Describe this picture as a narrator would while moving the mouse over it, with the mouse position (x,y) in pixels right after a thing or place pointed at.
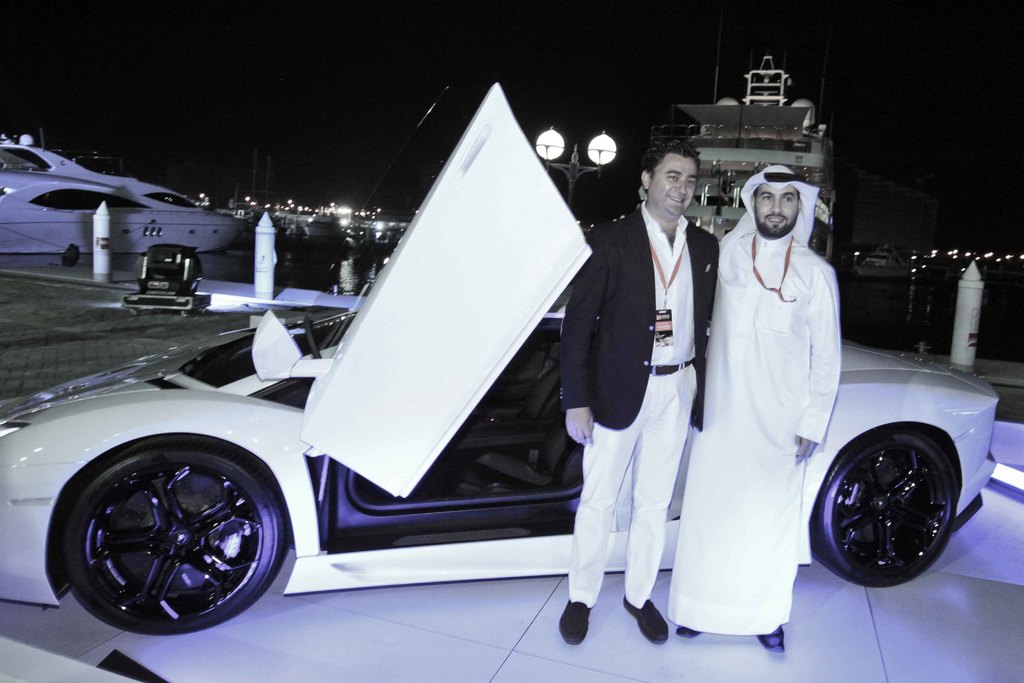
In this image we can see two persons (617,323) wearing the identity cards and standing and also smiling. We can also see a car (83,412), path (73,338), barrier rods (95,238) and also an object (182,300). In the background (162,200) we can see the boats (195,206) and also the ships (817,157) on the surface (1004,282) of the water (855,294). We can also see the lights (258,202). At the bottom (431,630) we can see the surface (502,635).
